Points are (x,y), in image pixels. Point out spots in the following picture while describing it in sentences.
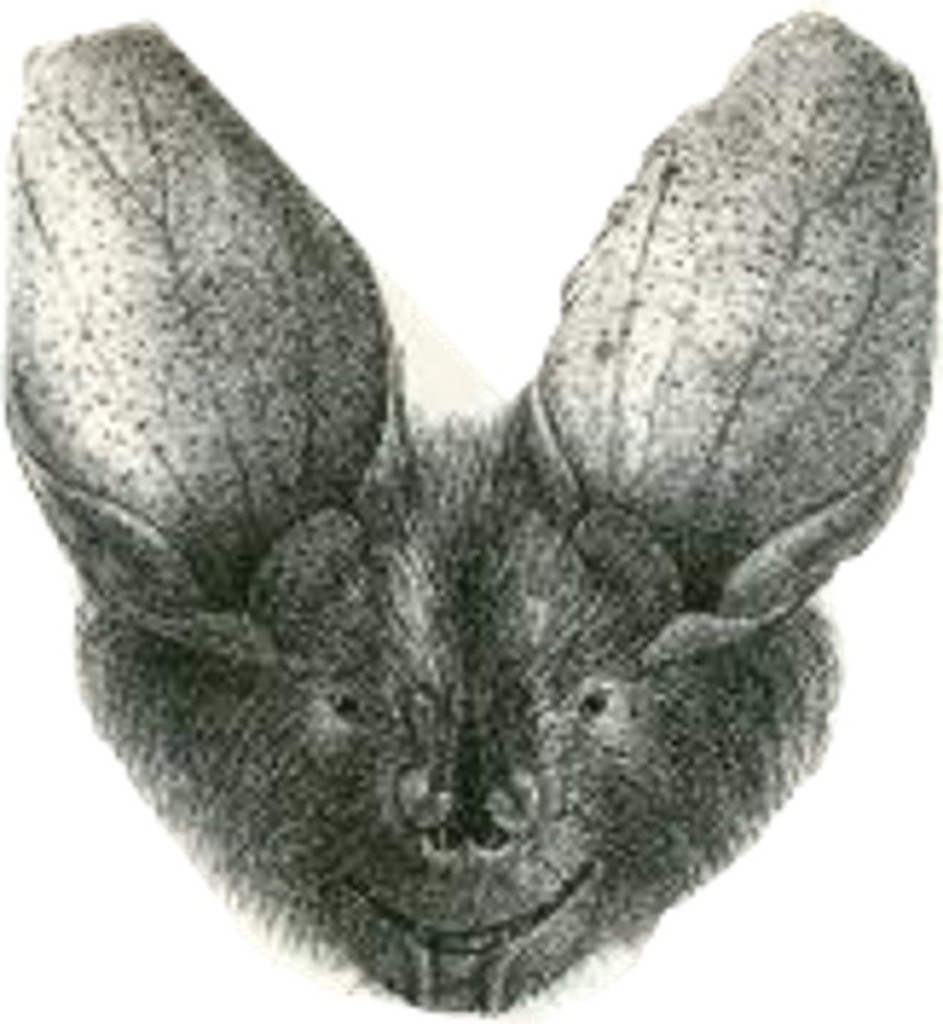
This is black and white pic. Here we can see an animal (338,556).
